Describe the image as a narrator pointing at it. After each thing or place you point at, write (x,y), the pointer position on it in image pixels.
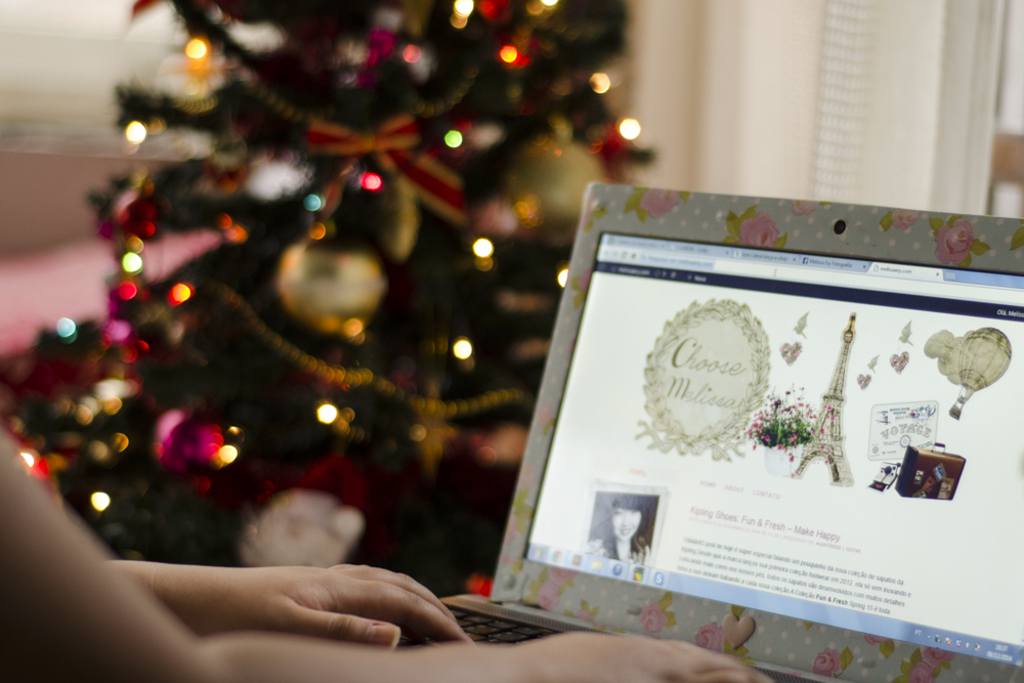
Here we can see hands (685,672) of a person (320,662) and there is a laptop (741,395). There is a blur background (386,493) and we can see a Christmas tree (307,374).
